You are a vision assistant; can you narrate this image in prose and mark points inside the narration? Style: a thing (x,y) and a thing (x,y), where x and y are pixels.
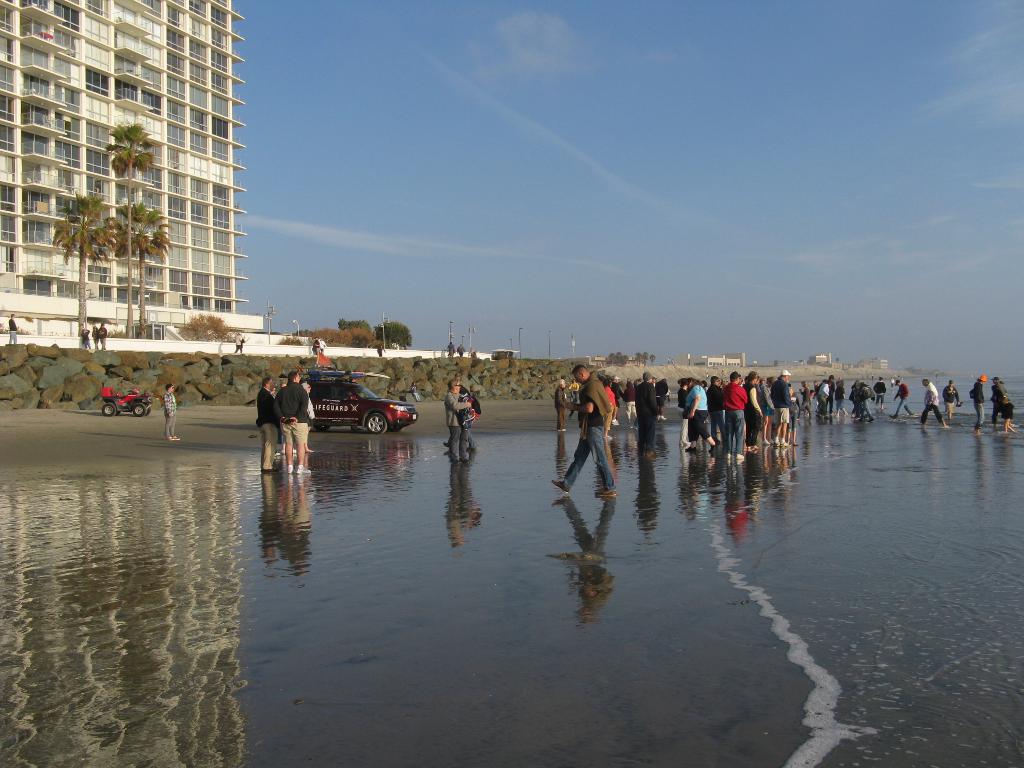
In this image I can see water (953,512), people (456,445), vehicles (129,409), rocks (202,380), buildings (183,196), poles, trees (68,257) and sky (521,250).
